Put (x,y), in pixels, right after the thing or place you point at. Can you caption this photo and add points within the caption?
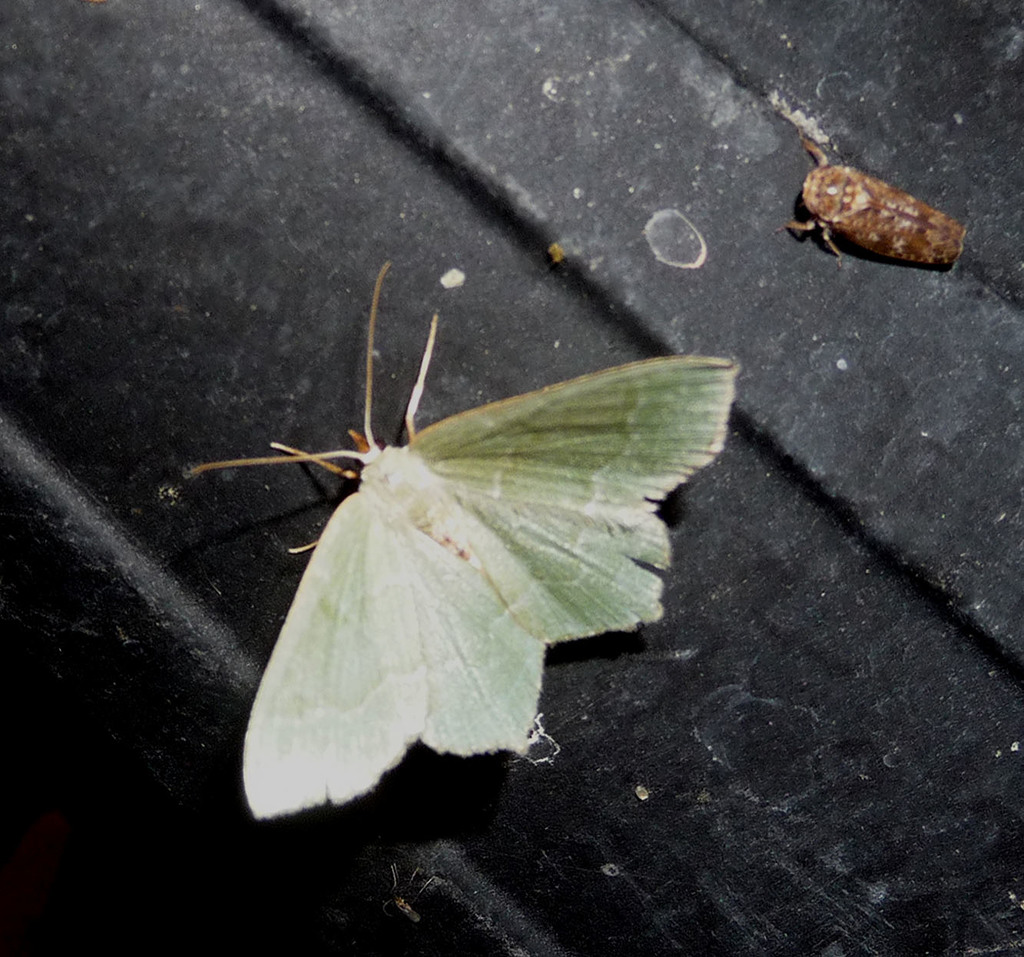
In this picture I can see a moth (476,472) and an insect (834,198) on the black color surface (541,185).
